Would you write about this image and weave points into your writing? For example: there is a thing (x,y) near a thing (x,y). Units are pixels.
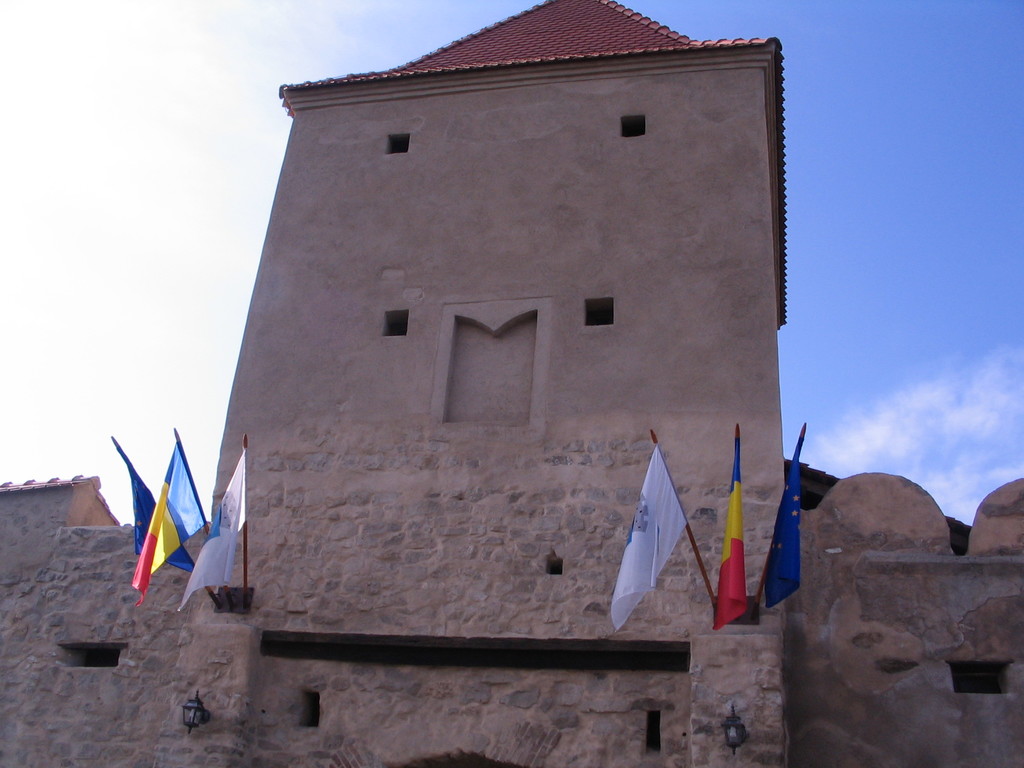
In this image I can see a building (281,581) in brown color, in front (172,510) I can see few flags (165,487) in white, red, yellow and blue color. Background (951,133) the sky (902,222) is in white and blue color.
